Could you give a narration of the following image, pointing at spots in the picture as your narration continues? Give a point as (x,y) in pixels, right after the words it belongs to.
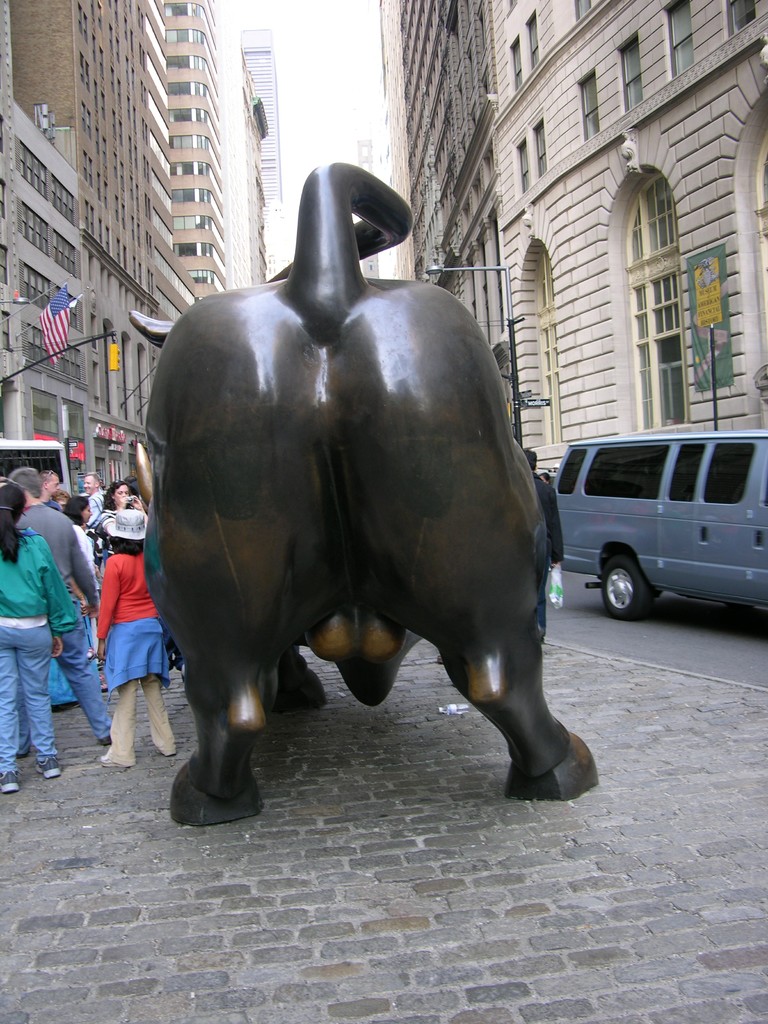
In this picture I can see the depiction of an animal (338,619) and I see few people (106,532) who are standing in front (30,551). On the right side of this picture (582,454) I can see a car (564,563) on the road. In the background (726,401) I can see number of buildings (693,185) and a flag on the left side of this image (47,335) and I see few poles (139,411).
